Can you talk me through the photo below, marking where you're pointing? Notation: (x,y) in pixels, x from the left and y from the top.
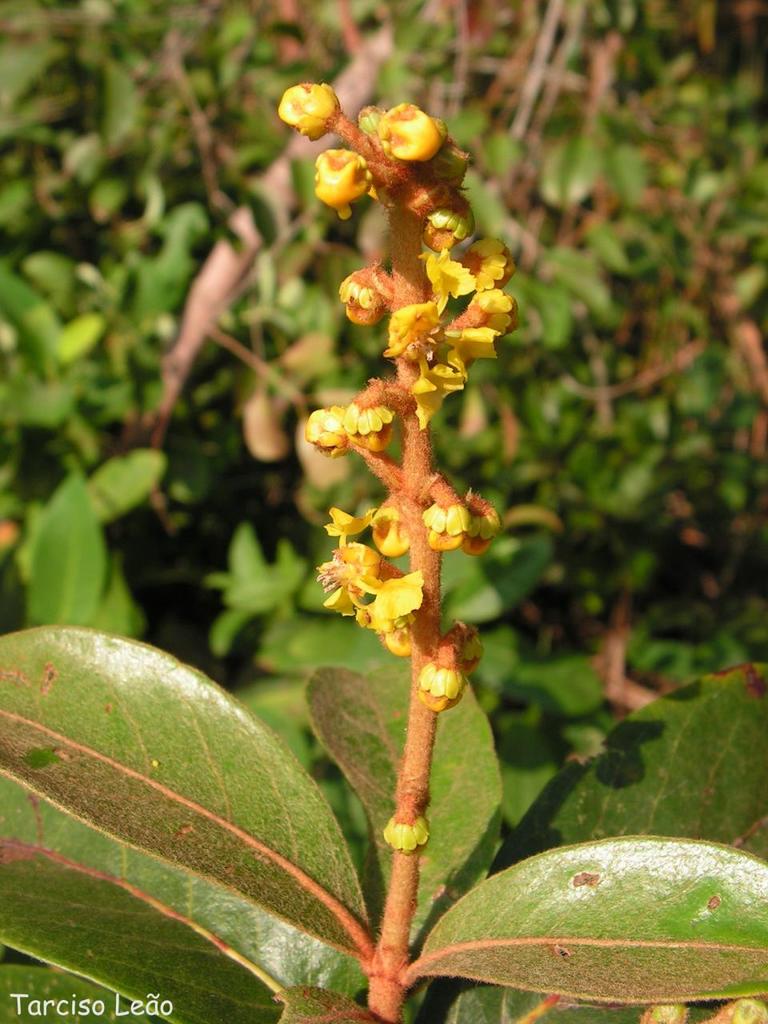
This is a zoomed in picture. In the foreground (398,545) we can see a plant (404,250) and the buds (451,524) and we can see the leaves (498,801). In the background (623,237) we can see the plants (283,423). At the bottom left corner (127,1000) there is a watermark (61,1009) on the image.
